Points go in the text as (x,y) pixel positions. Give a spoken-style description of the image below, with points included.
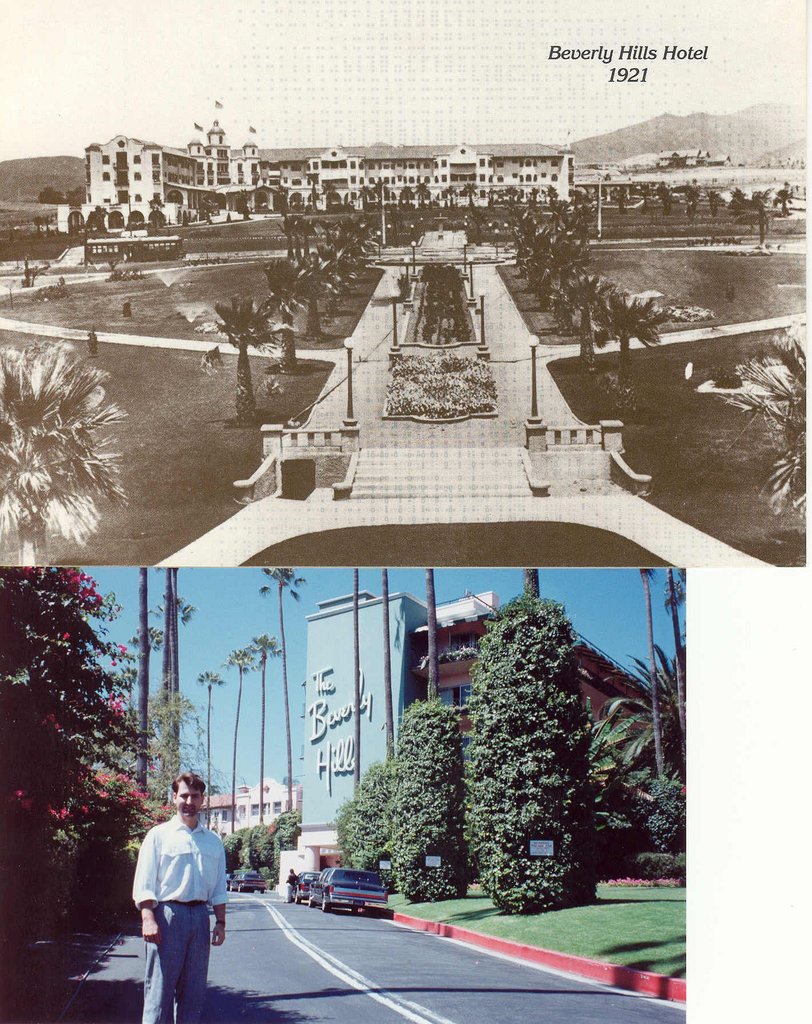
In the foreground of this collage image, at the bottom (199,991), there is a man (192,1002) standing on the road (285,1004) and we can also see trees (463,808), vehicles (320,888), buildings (342,797) and the sky (270,598). At the top (672,315), there is a black and white image, where we can see buildings (447,163), trees (521,230), path (517,381), grassland (223,427) and the sky (368,61).
